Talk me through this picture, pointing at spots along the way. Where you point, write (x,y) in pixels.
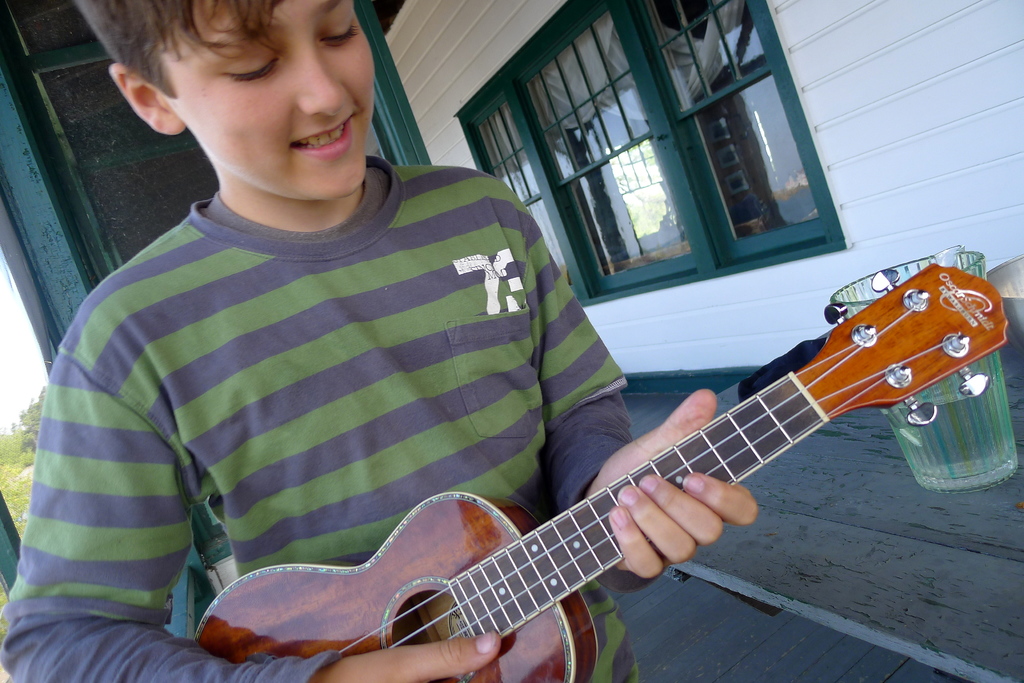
In this picture a boy (367,327) is playing guitar (455,601), besides to him we can see a glass (948,448), in the background (35,447) we can find couple of trees (5,446).
